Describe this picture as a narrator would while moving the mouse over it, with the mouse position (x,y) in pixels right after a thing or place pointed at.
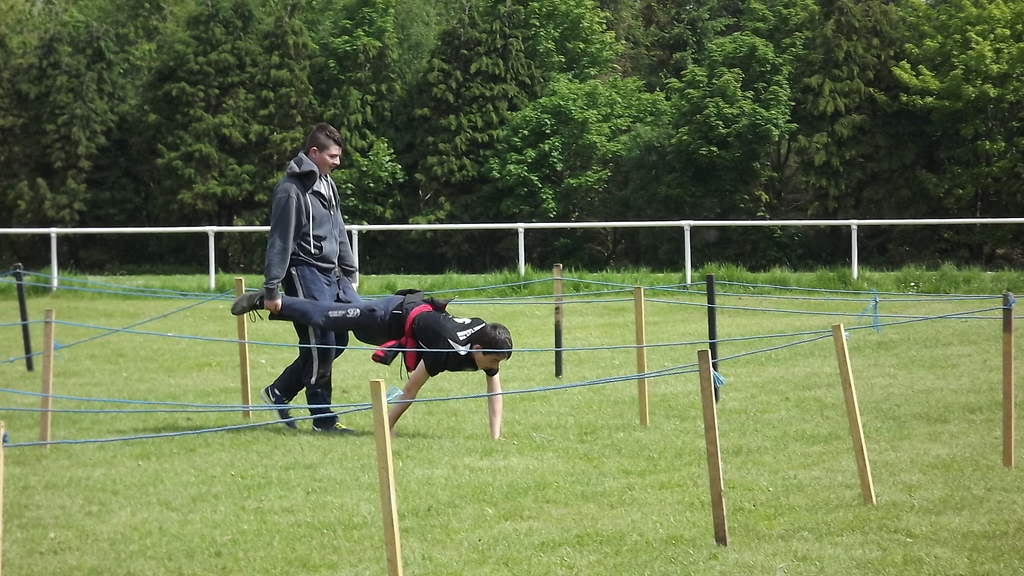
In this picture we can observe two persons (317,310). One of the persons (337,316) is doing exercise and the other person (293,295) is holding the legs (305,303) of the first person (307,310). We can observe some ropes (392,401) and poles (710,395) in this ground (625,424). There is some grass (632,443) on the ground (220,489). In the background (856,259) there is a white color railing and some trees (450,97).
